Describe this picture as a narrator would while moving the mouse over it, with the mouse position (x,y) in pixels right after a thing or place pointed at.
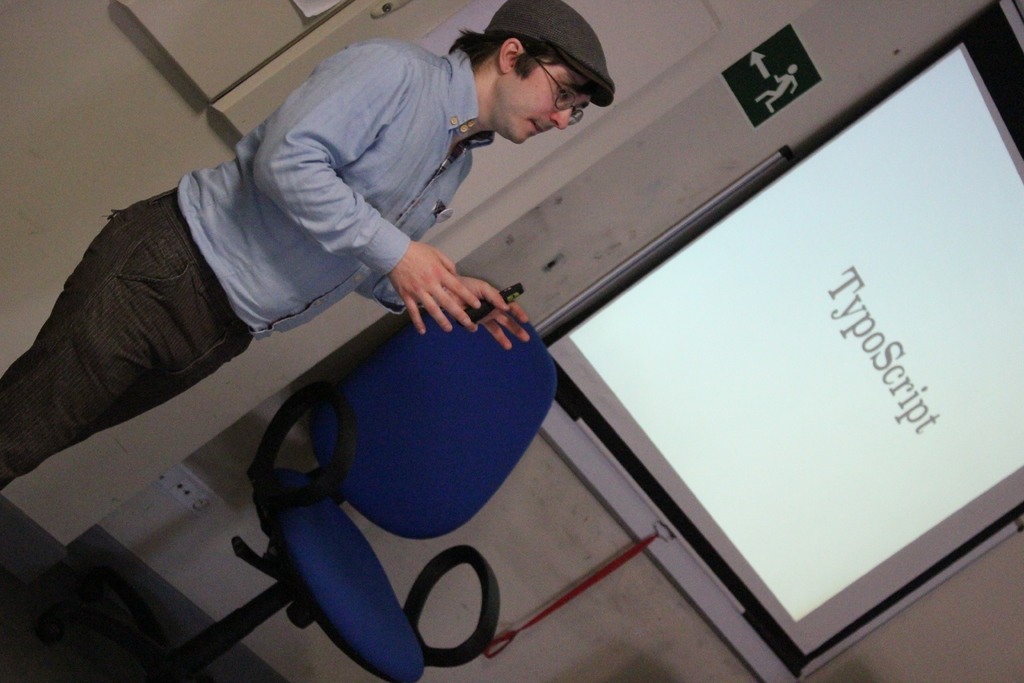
There is a man (398,282) standing and holding an object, beside this man (272,292) we can see chair (316,474). We can see screen (725,441) and sign board (752,106) on a wall (748,145).
